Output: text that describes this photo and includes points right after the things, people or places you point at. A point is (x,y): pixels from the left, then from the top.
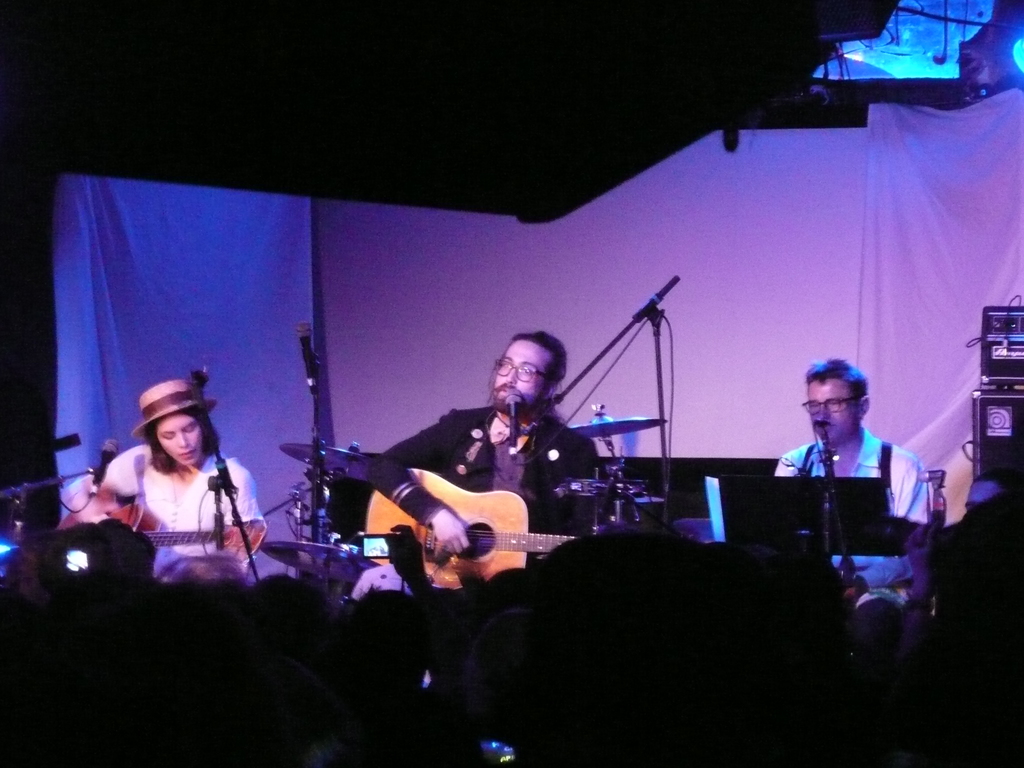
In this picture we can see a person (525,377) is sitting and wearing glasses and singing, and holding a guitar (459,486) in his hand (452,532), and beside him a man (811,399) is sitting and singing, and at back side there are musical drums (605,427) and on left side (168,425) there is a woman (157,445) playing guitar (146,518), here are the group of people (636,629), and here is person (410,577) taking a photograph in the phone (377,544).
